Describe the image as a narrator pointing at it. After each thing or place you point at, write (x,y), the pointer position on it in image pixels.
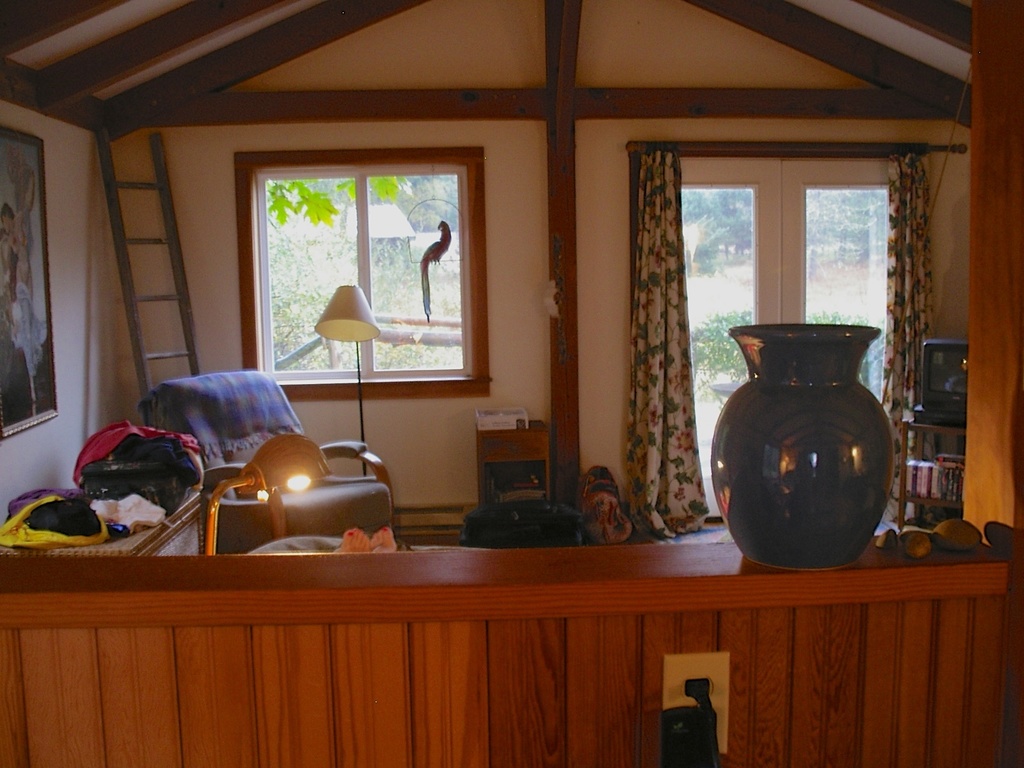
This picture is clicked in a room (414,447). Towards the right (827,425) there is a jar (882,441), stones (917,547), television (926,381) and a curtain (912,340). Towards the left (16,177) there is frame (45,190), ladder (138,335), table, chair (237,505) and a lamp (377,322). In the center (373,309) there is a window (459,228) and a bird (423,294). Through the window (307,249) there are some plants (402,258).
